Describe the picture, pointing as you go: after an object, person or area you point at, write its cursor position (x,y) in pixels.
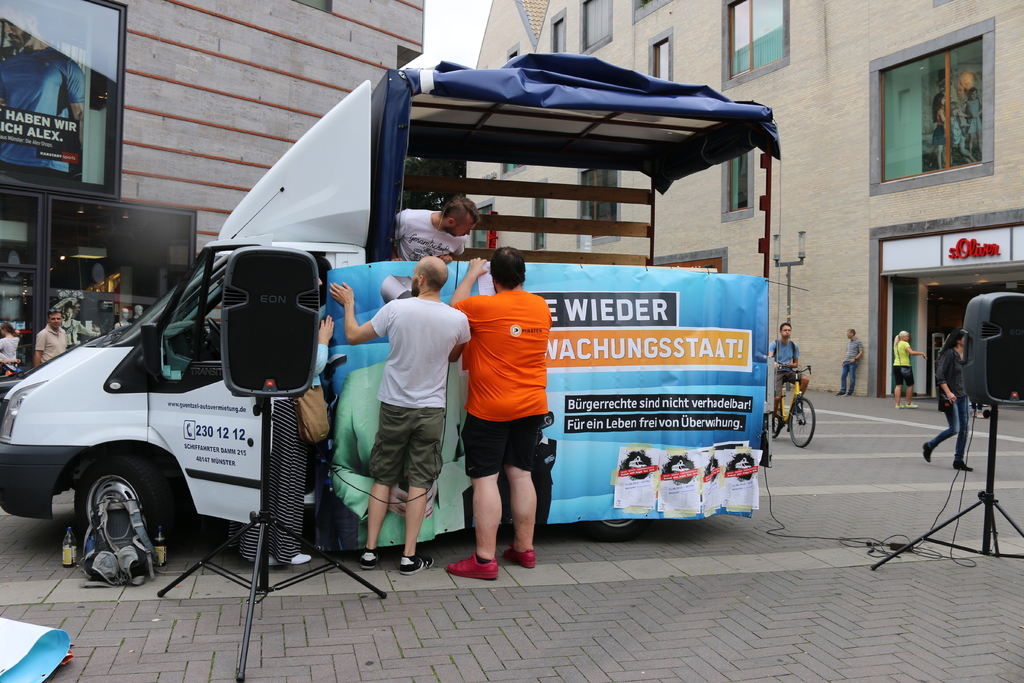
This is a picture on the streets (391,605). In the foreground (707,565) on the pavement (865,618) there are two speakers (987,351) and a vehicle (690,399), on the vehicle (692,361) there is a banner (609,423). In the center of the picture (529,418) there are three person (529,418) standing. In the background (756,71) there are buildings (794,82) and few persons (780,351).
